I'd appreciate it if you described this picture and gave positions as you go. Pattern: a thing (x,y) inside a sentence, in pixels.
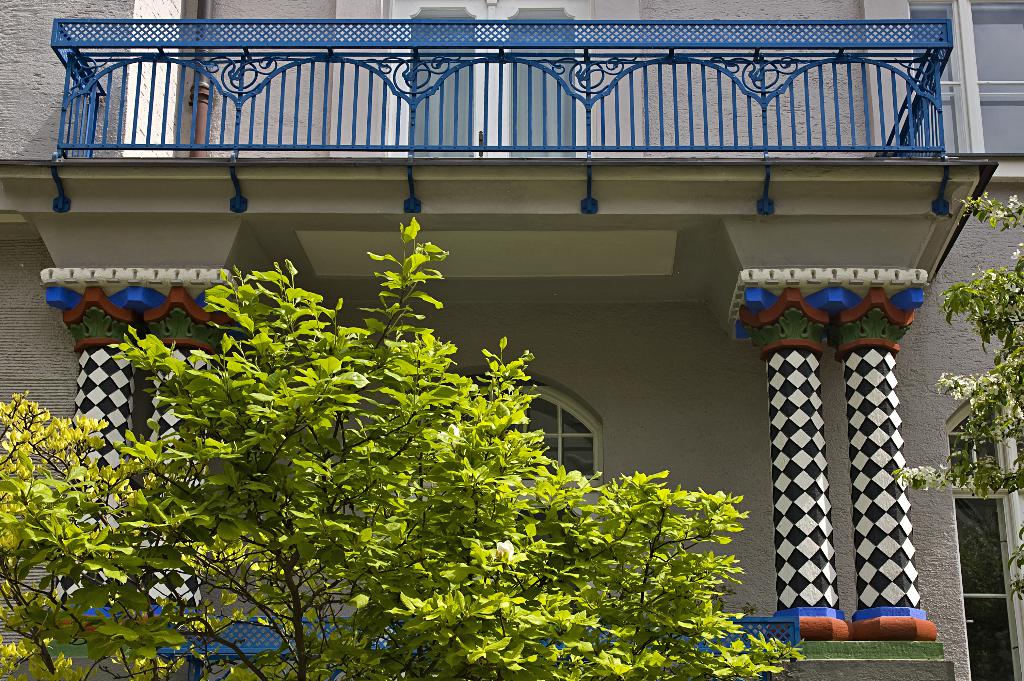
In this image in the center (676,314) there is one building (612,228), and in the foreground (523,455) there are some plants (446,452). And on the right side (888,429) and left side (108,368) there are some pillars (879,446) and windows (991,551).
